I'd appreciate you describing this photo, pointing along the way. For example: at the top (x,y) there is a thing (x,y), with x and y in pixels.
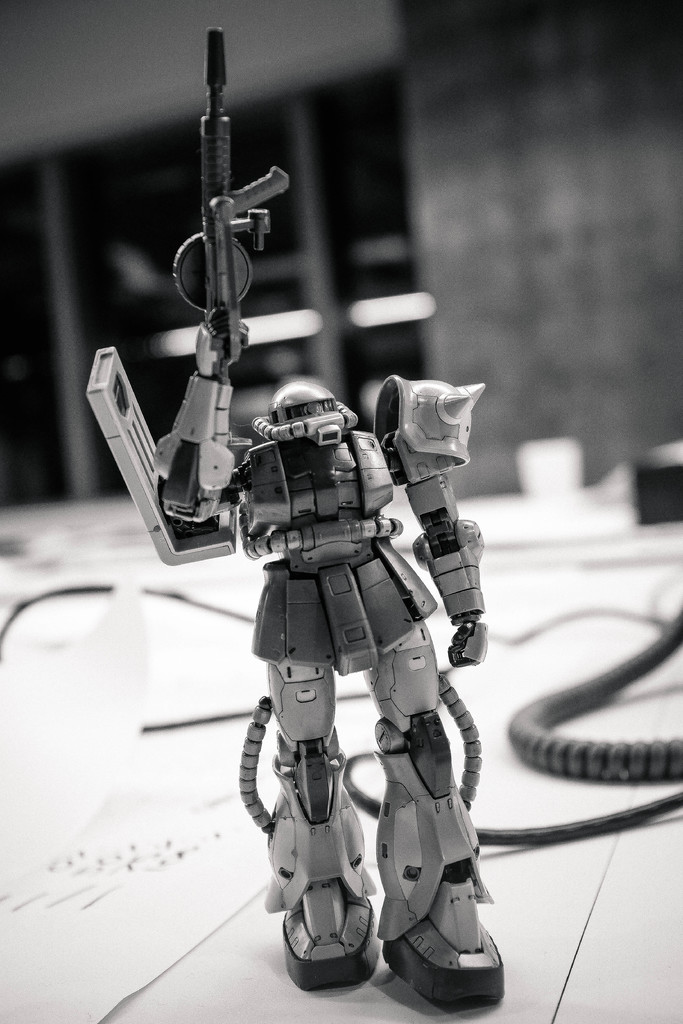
This is a black and white image where we can see a robot toy (322,601) at the bottom of this image (320,759), and it seems like there is a wall (478,313) in the background (512,315).
